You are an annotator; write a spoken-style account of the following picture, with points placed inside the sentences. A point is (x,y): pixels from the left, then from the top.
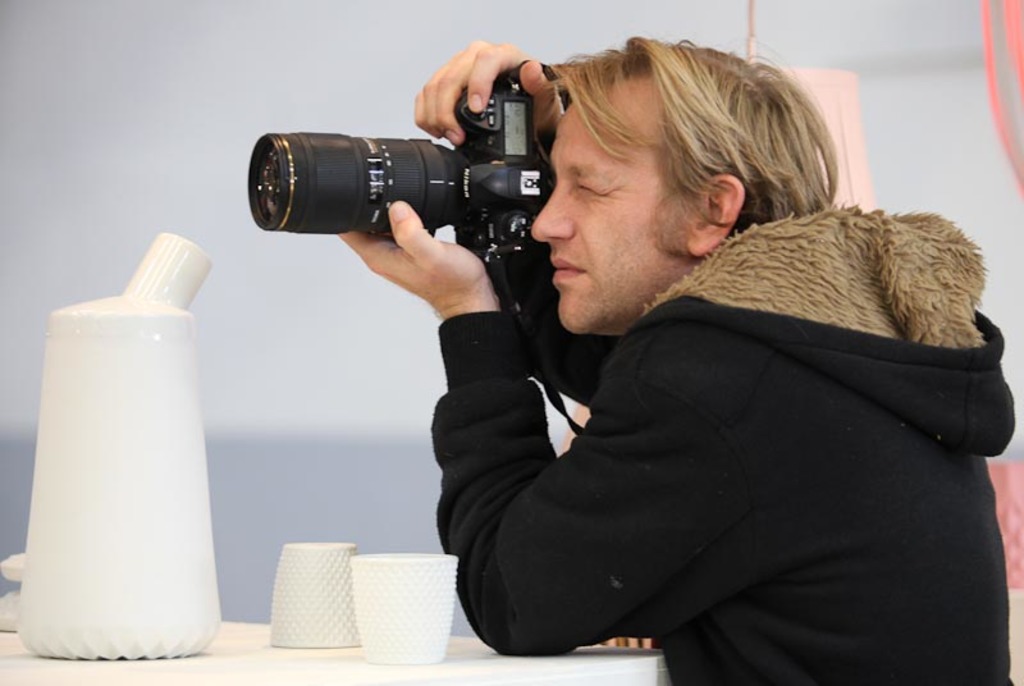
To the right side of the picture (965,359) there is a man (667,399) in black hoodie (609,472) holding a camera (446,183). In the foreground (199,669) there is a table (283,671), on the table (340,667) there are two cups (326,605) and a jar (98,421). Background (195,64) is white. To the top right (989,89) there is a lampshade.
